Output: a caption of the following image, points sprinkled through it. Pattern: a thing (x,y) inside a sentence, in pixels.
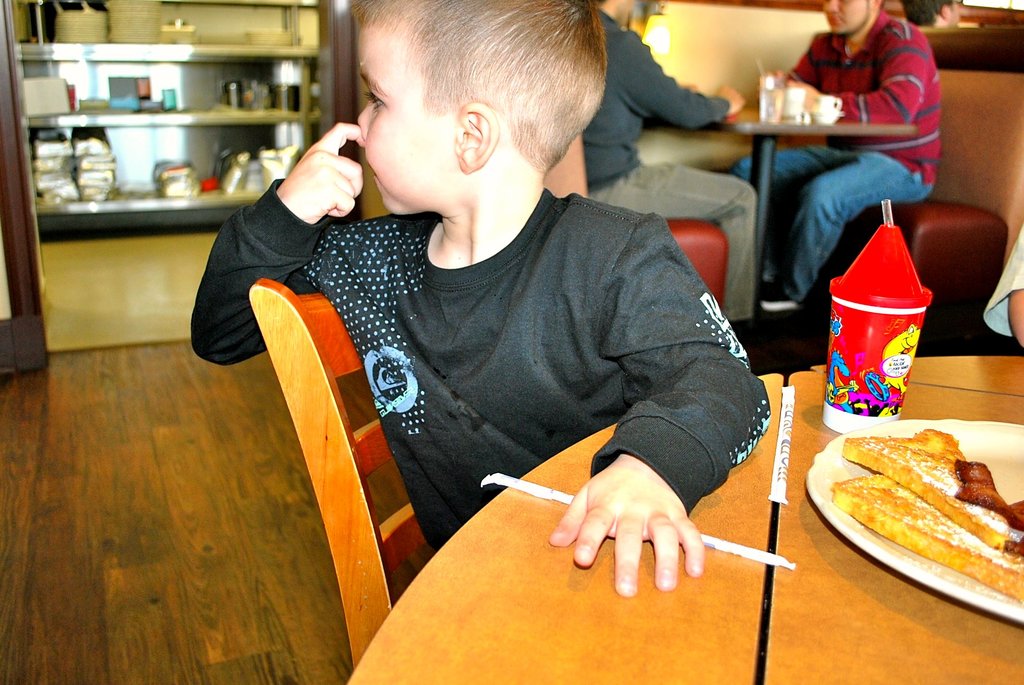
In this picture a kid (491,441) is sitting on the table (590,613) with food eatables (973,553) on top of it. In the background (932,131) we also observe people (782,176) sitting on the tables (766,128) and there is a metal shelf (177,78) filled with objects (91,184).
